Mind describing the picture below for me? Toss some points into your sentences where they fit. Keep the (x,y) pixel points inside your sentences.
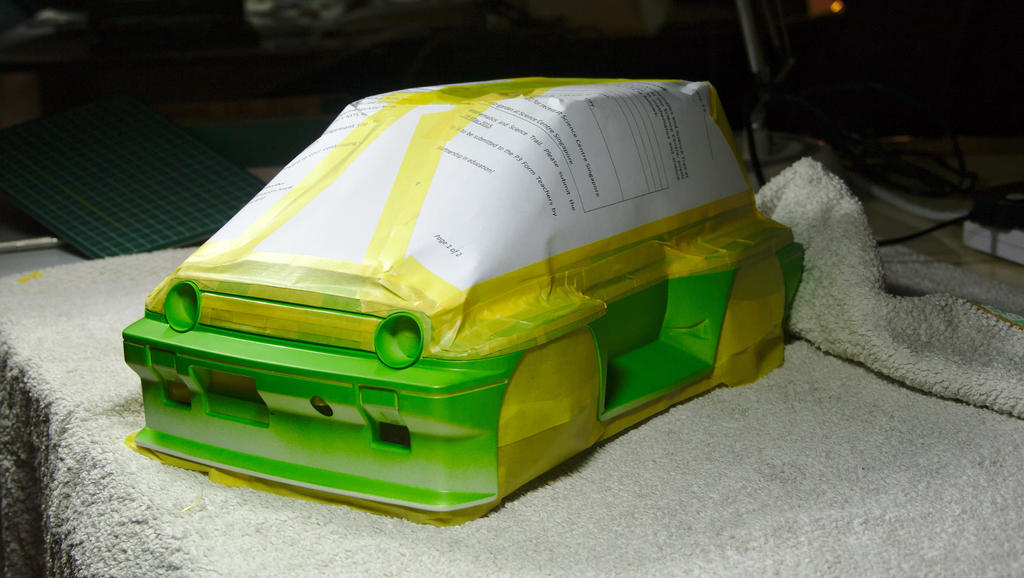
In the picture we can see something which is in green color is on the mat (672,436).
